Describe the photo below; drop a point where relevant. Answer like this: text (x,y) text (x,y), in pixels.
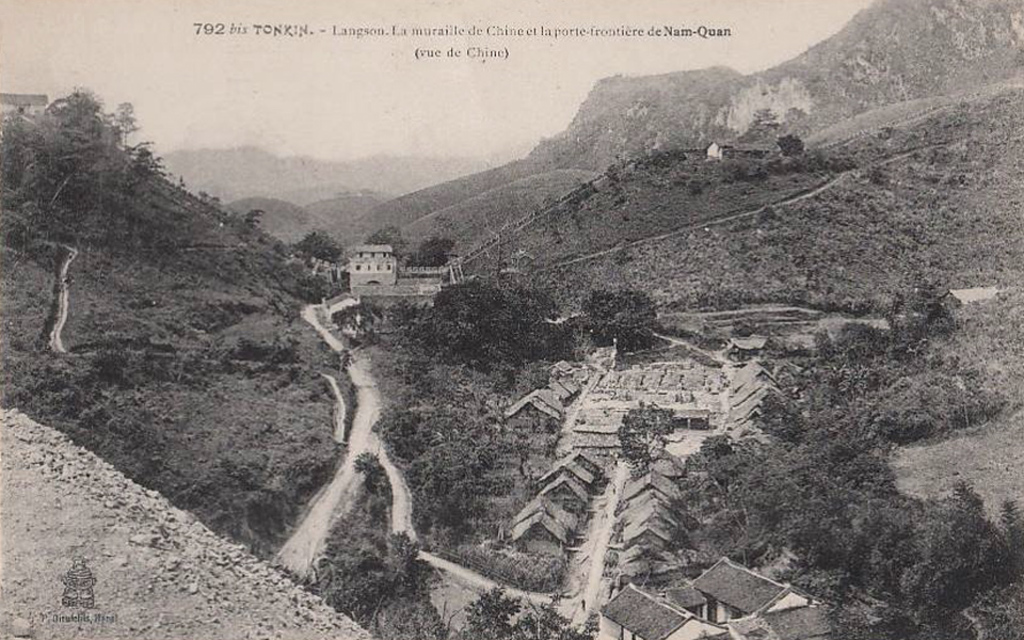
In this image I can see the black and white picture. I can see the ground (124,560), few trees (487,290), the road (307,313), few buildings (698,426), few mountains (628,238) and the sky (380,78).
